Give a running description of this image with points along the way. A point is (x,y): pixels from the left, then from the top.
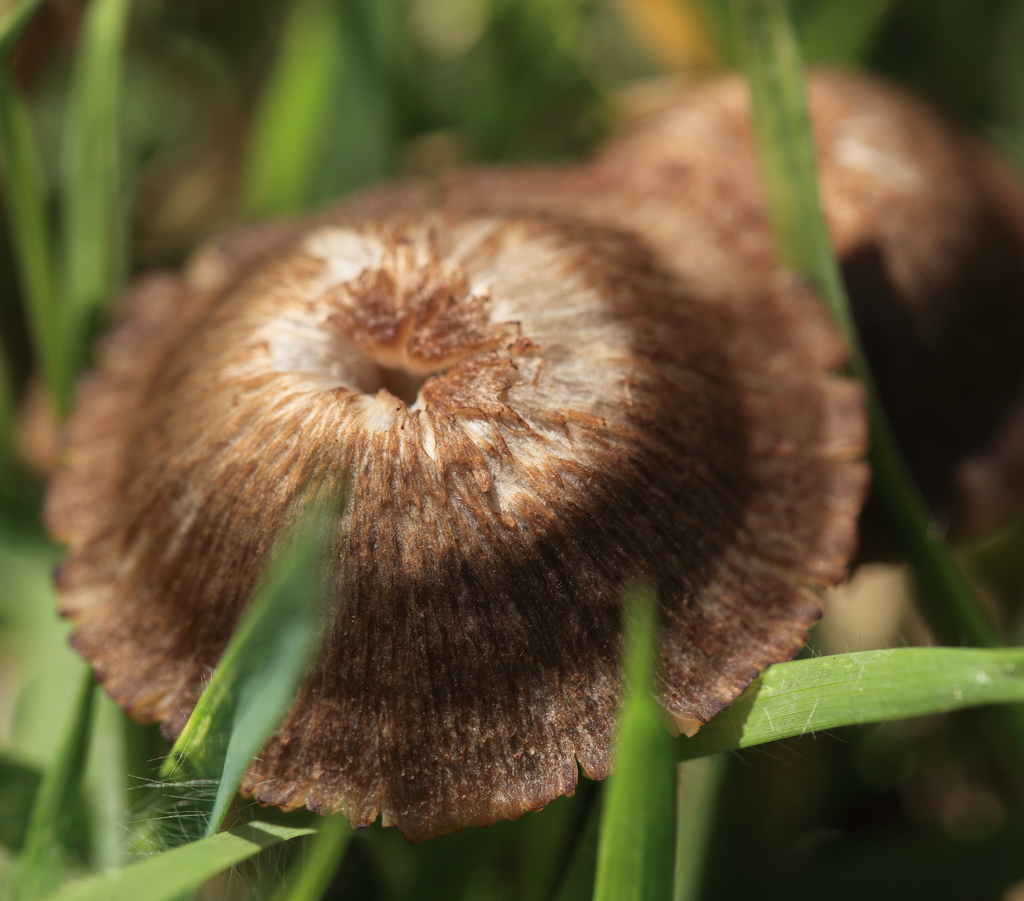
In this image there is a mushroom (423,362), there are green leaves (390,104).
